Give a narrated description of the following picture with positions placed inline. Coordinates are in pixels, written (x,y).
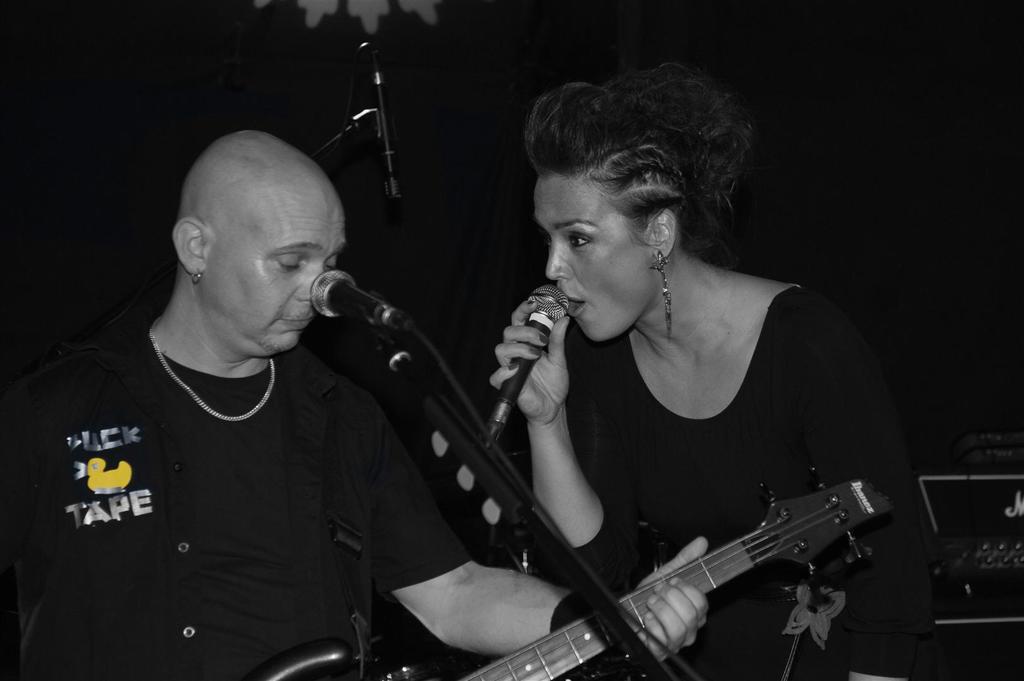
In this picture there is a woman (536,124), holding a microphone (534,332) and singing. On to her right there is a man (304,454) playing a guitar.
